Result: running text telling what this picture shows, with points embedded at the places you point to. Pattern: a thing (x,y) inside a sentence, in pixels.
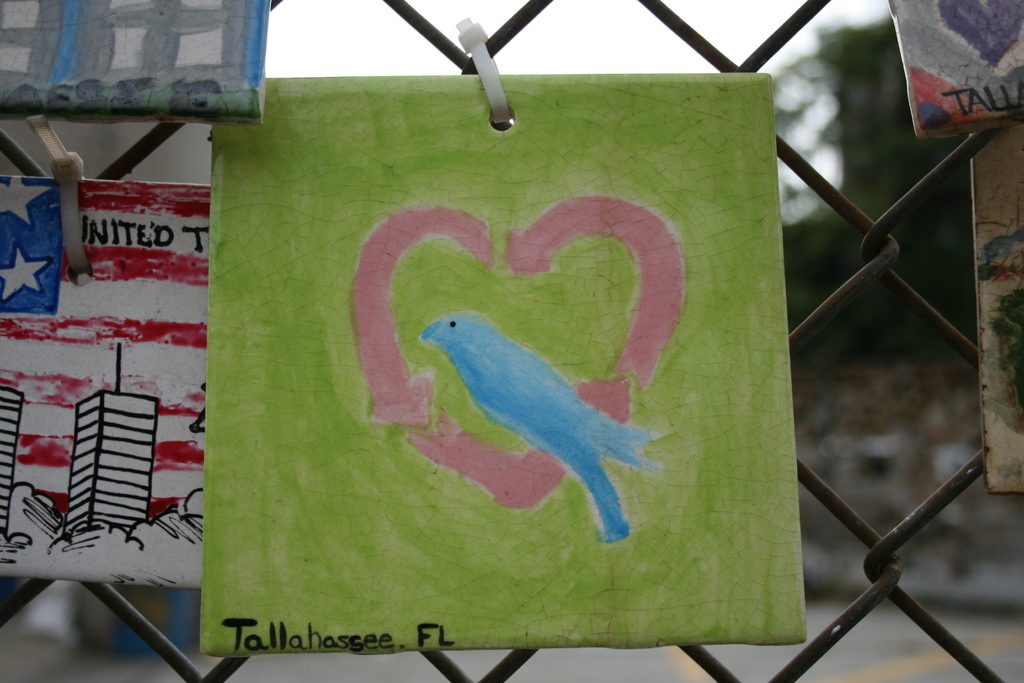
In this image I can see wall paintings (495,401) and fence (937,637). In the background (815,89) I can see the sky (782,67) and trees (871,176). This image is taken during a day.
